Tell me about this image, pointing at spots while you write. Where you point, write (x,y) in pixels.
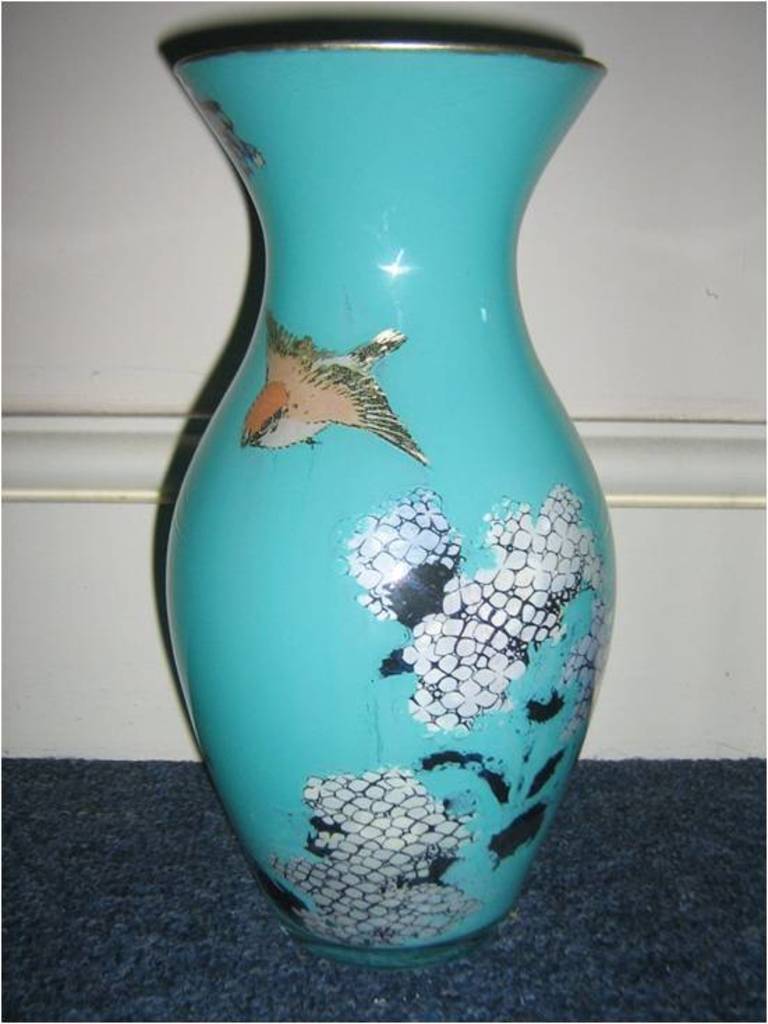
In this image I can see a blue color vase (449,714). Background (152,223) is in white color.
